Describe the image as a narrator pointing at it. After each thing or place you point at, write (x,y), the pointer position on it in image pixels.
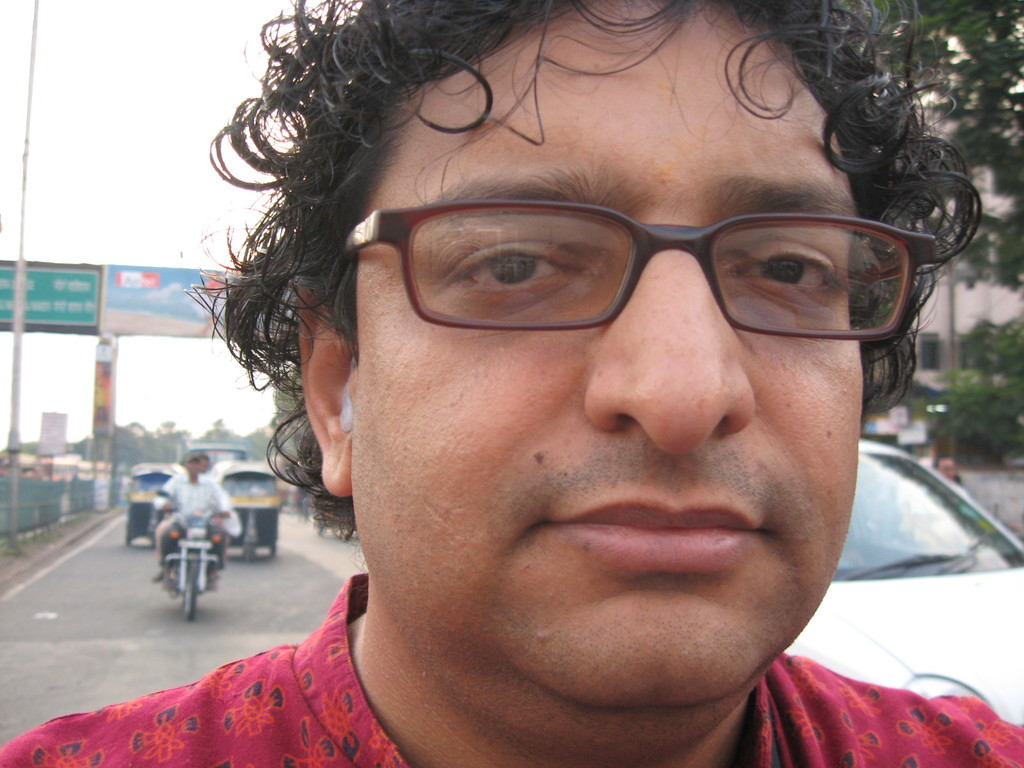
In this image, we can see a man (824,267), he is wearing specs (578,327). There are some vehicles (1018,669) on the road (68,608), there is a fencing (62,502) on the left side (55,484). We can see some trees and a building (943,306). We can see the sky (226,146).
